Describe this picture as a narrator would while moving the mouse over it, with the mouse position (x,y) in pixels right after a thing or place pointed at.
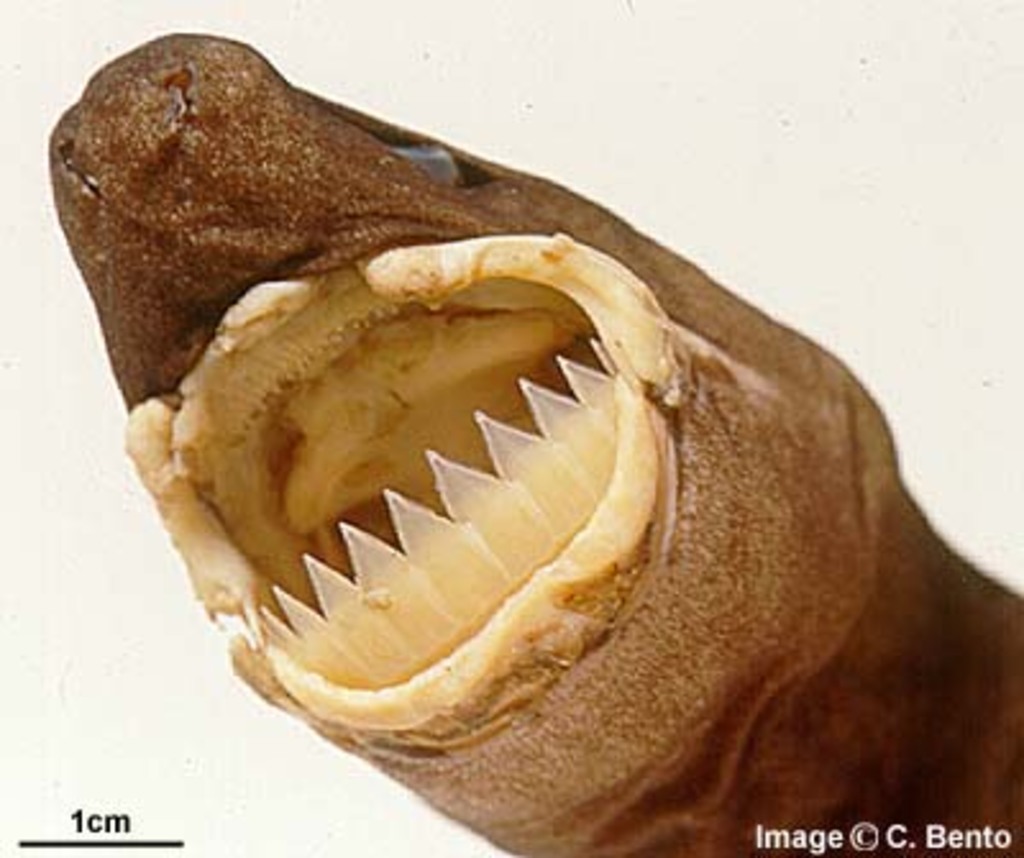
In this image we can see a shark head (623,419). In the background of the image (88,509) there is a white background (111,547). On the image there is a watermark (806,853).
